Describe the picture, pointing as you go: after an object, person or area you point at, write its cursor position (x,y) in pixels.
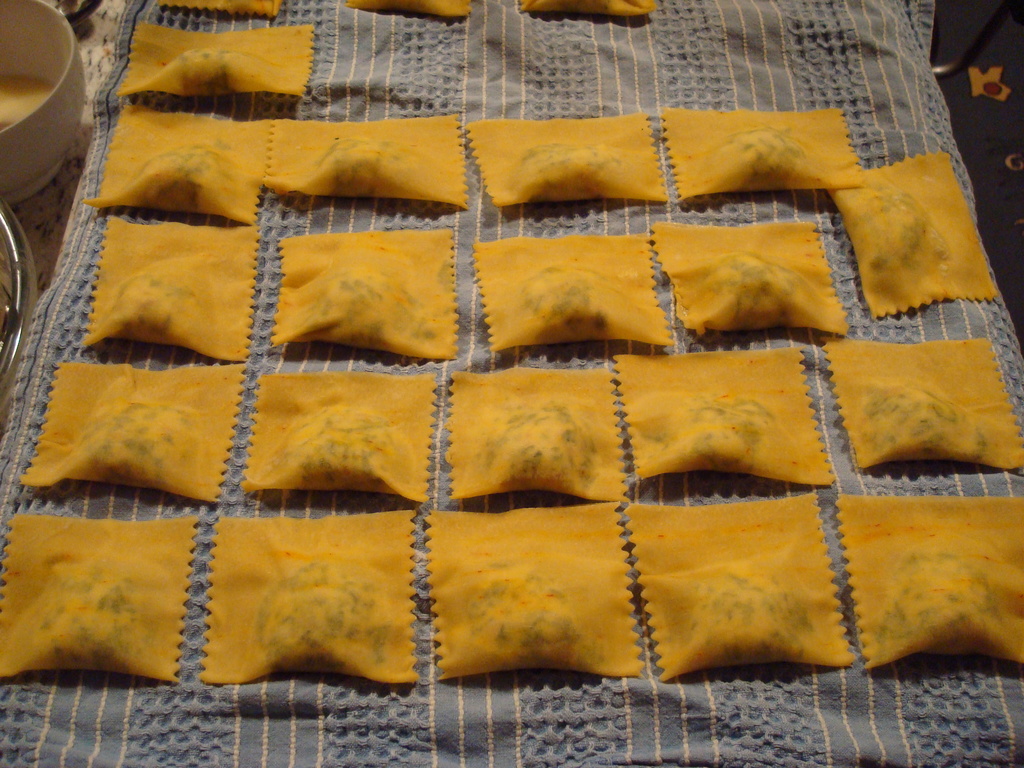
In this image I can see the food item (147,185) which is in yellow color on the gray color cloth (347,724) and I can see a bowl (65,119) in white color.
